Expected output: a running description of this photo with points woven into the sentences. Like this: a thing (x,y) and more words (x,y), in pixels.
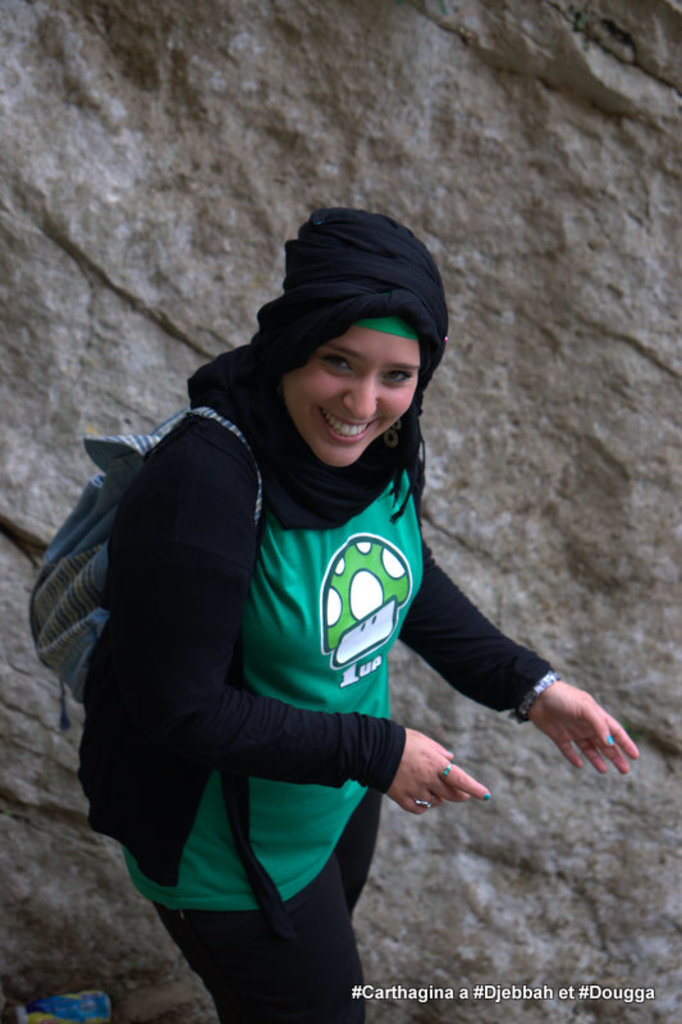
In the foreground of this image (373,670), there is a woman (361,763) standing in black and green dress (246,668) wearing a back pack (84,588) and a scarf (274,484) over her head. In the background (519,392), there is the rock (242,322).
